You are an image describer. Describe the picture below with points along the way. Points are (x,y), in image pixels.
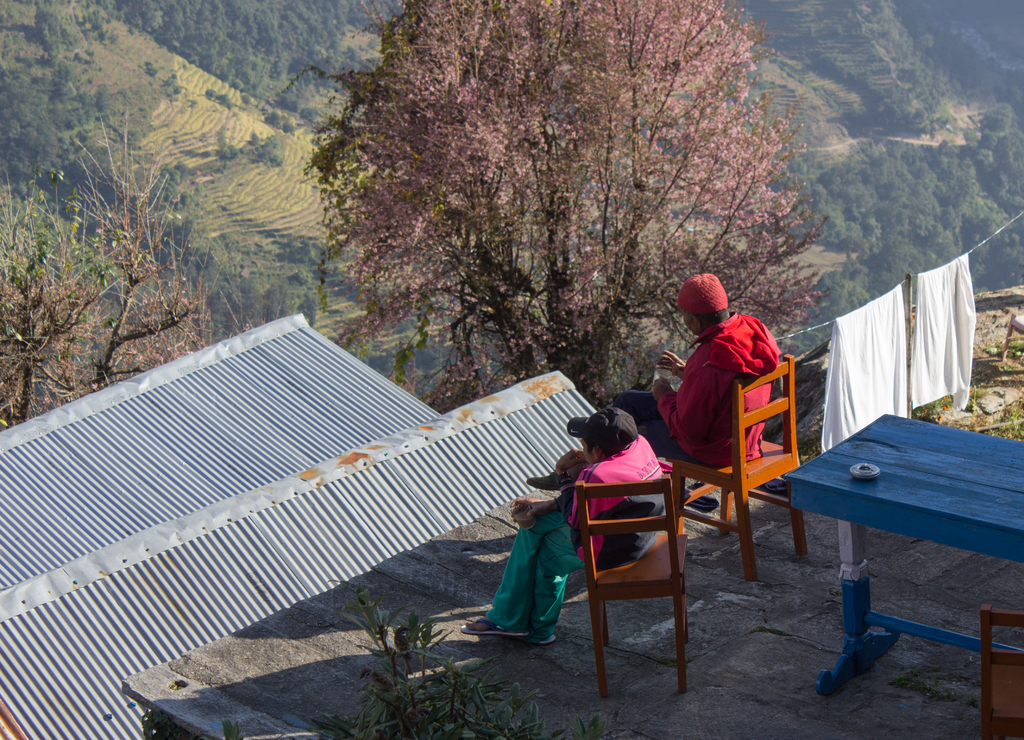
In this picture there is two people (640,425) those who are sitting on the terrace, there is a table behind them it is a forest area (95,161), there are so many trees (333,50) around the area of the image.
